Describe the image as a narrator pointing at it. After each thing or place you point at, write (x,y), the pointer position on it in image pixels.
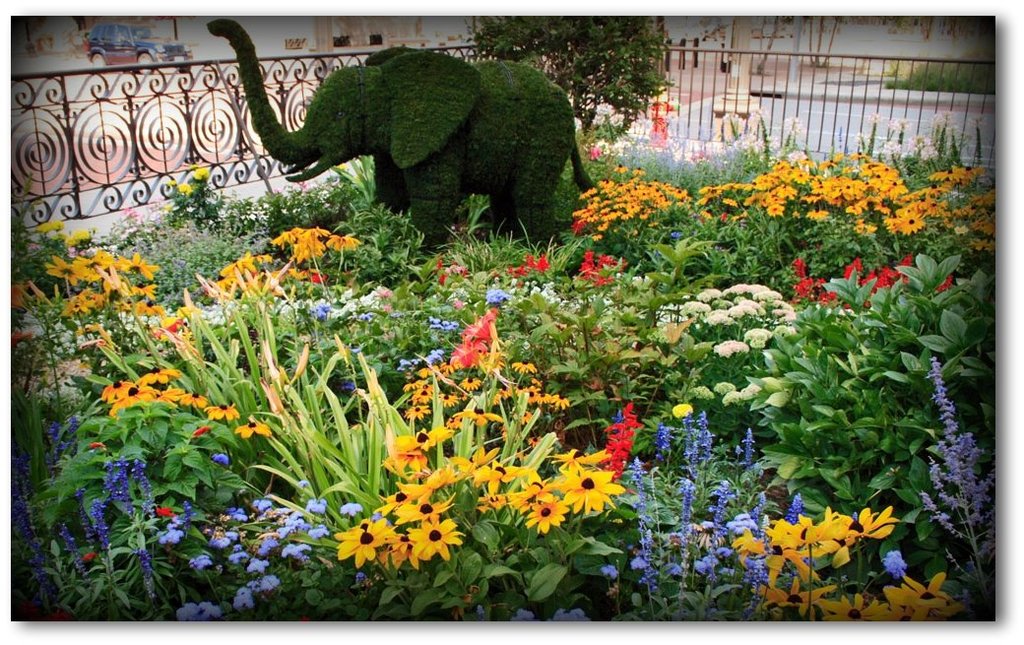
In this image there is a beautiful garden (429,262) with flowers (585,478), in that garden (538,270) there is an elephant (331,128) which is made up of plants (416,175) the garden (356,146) is surrounded with fencing (738,90), in the background (134,49) there is a road (297,78) on the road (173,85) there is a vehicle (124,58) is moving.
